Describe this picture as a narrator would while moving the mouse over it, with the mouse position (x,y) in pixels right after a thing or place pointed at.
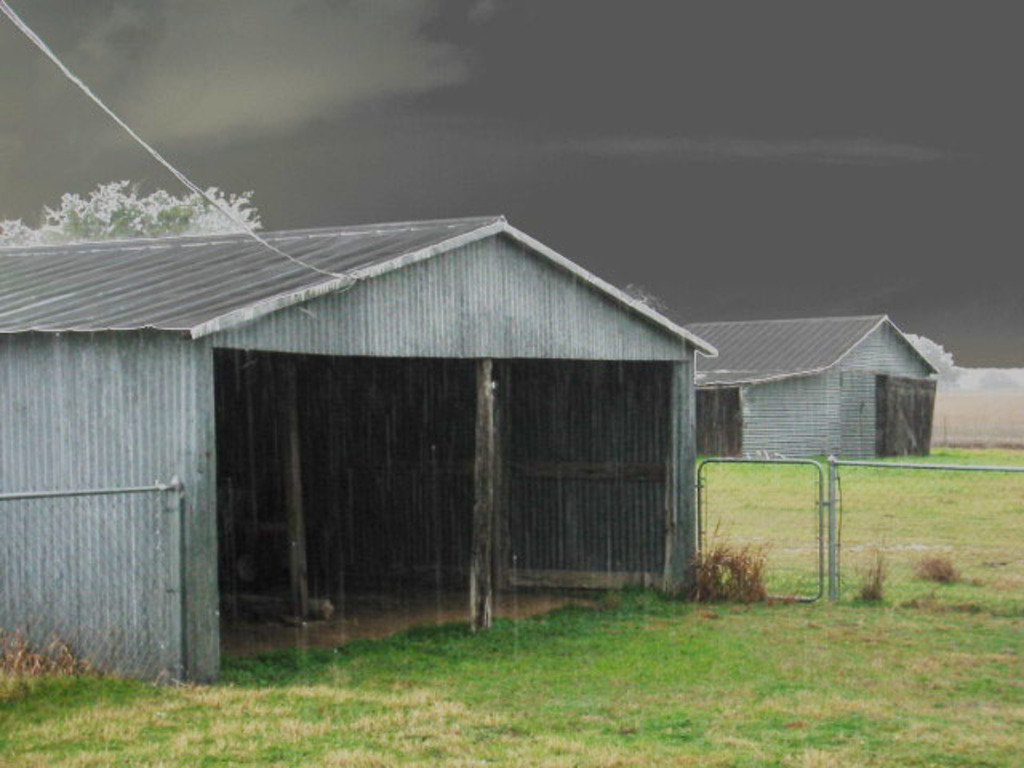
In this image there are two sheds (726,375) on a land (352,670) and those sheds (505,474) are separated with fencing (898,517), in the background (606,122) there is a cloudy sky (956,233).
